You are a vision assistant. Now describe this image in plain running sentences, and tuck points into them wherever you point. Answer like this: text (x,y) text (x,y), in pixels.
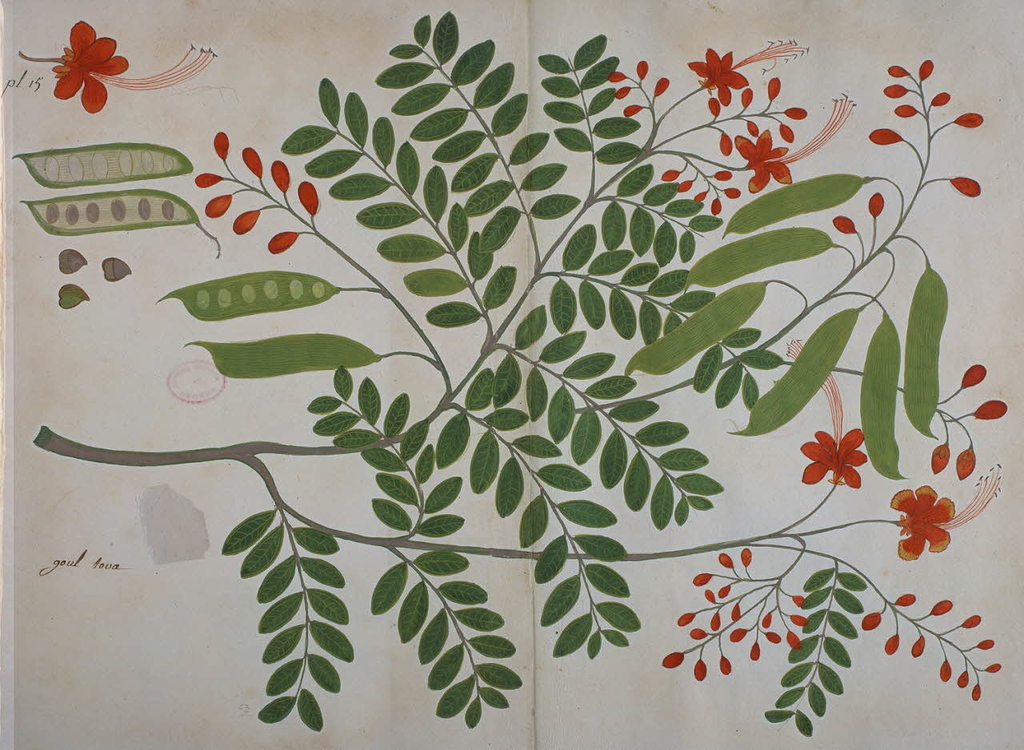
In this image, we can see a painting (620,29), on that painting (996,445) we can see some leaves (390,425) and flowers (823,133).
